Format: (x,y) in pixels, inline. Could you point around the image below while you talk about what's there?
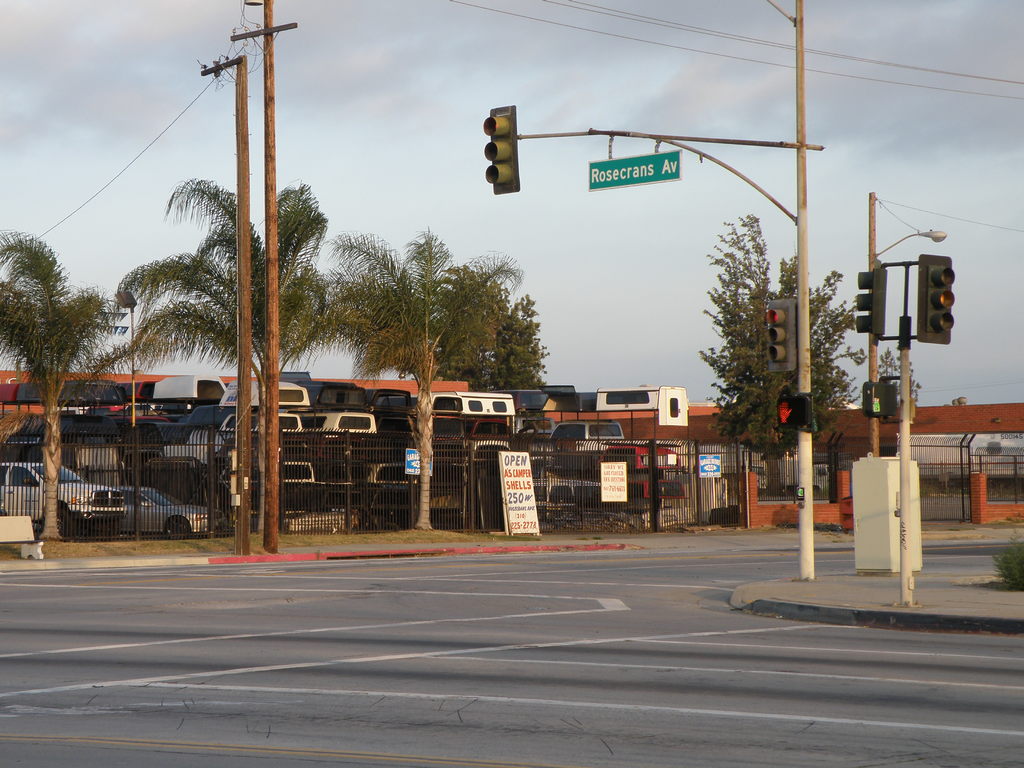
In this image i can see the traffic signal poles (801,423), street lights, transmission poles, i can see the road (481,715), there are few trees (302,213), near that i can see an iron fence (488,495), there are few vehicles (155,507), at the top (207,117) i can see the sky (278,130).
